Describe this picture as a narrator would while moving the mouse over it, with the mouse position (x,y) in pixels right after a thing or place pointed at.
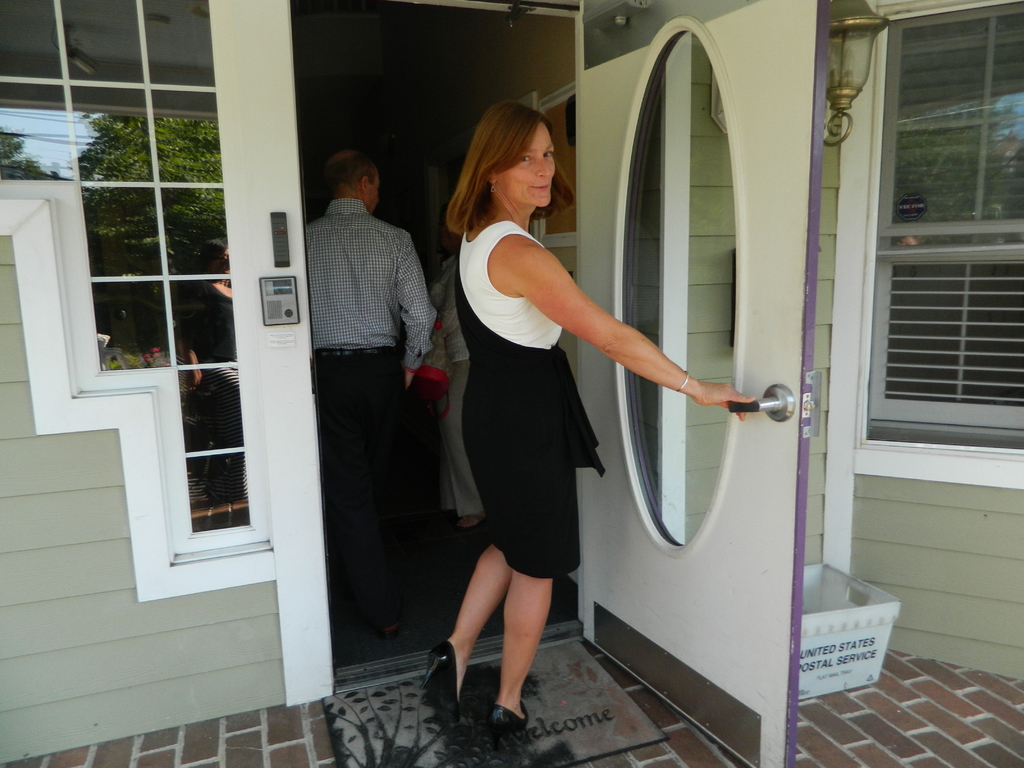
In this image we can see persons (487,459) standing on the floor (456,535), door (665,446), bin (807,612), electric light (857,45) and the reflection (98,211) of trees (102,175), sky (87,136) and cables (57,138) in the mirror (161,353).
